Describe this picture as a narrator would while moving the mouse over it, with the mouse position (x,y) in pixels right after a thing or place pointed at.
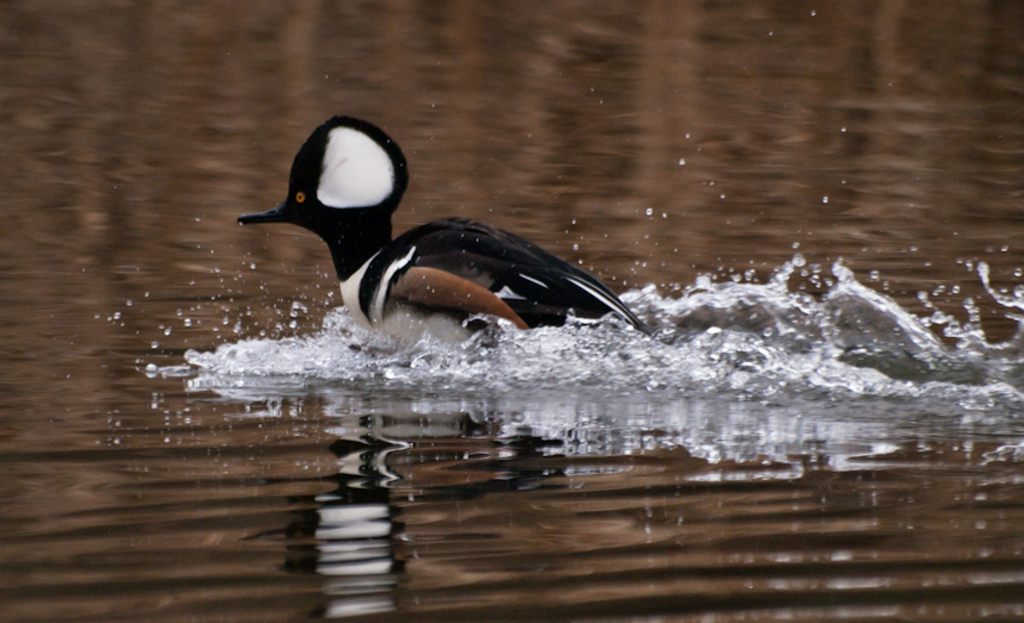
In this image I see a bird (308,212) which is off white, black and brown in color and I see the water (752,230).
